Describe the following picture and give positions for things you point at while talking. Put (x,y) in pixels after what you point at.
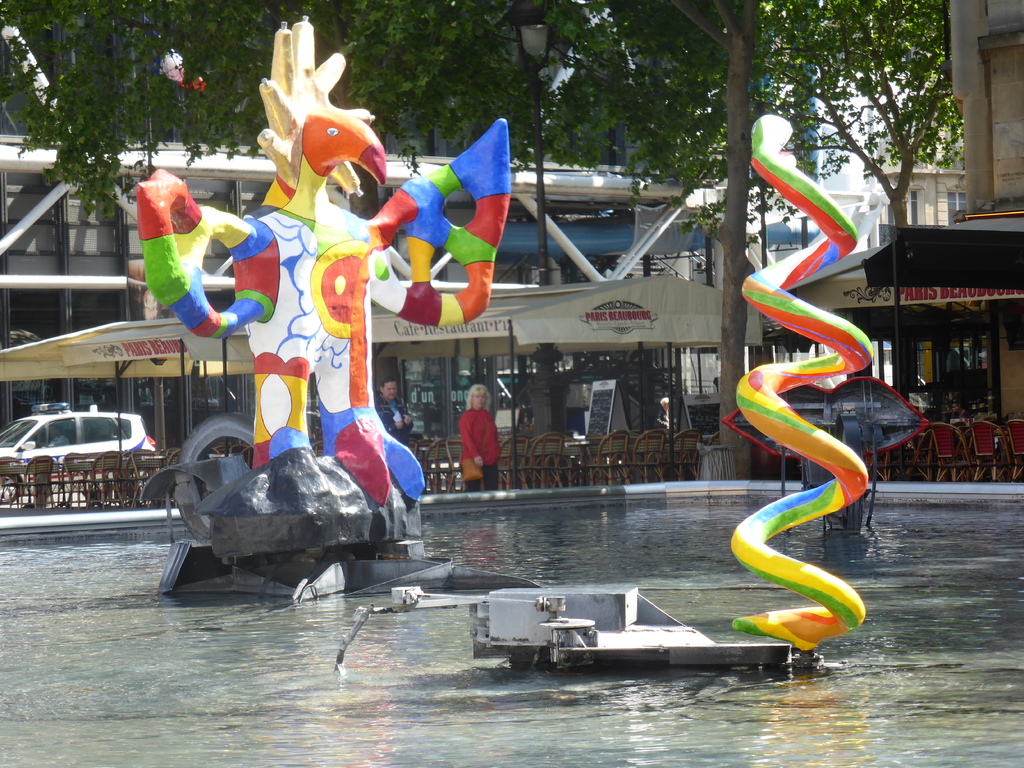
In this picture we can see statues (441,190), water (409,682) and objects (459,597). In the background of the image (127,368) there are people (396,388) and we can see tents (122,349), vehicle (71,448), board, chairs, trees (654,116), light pole (538,77) and buildings (598,369).
